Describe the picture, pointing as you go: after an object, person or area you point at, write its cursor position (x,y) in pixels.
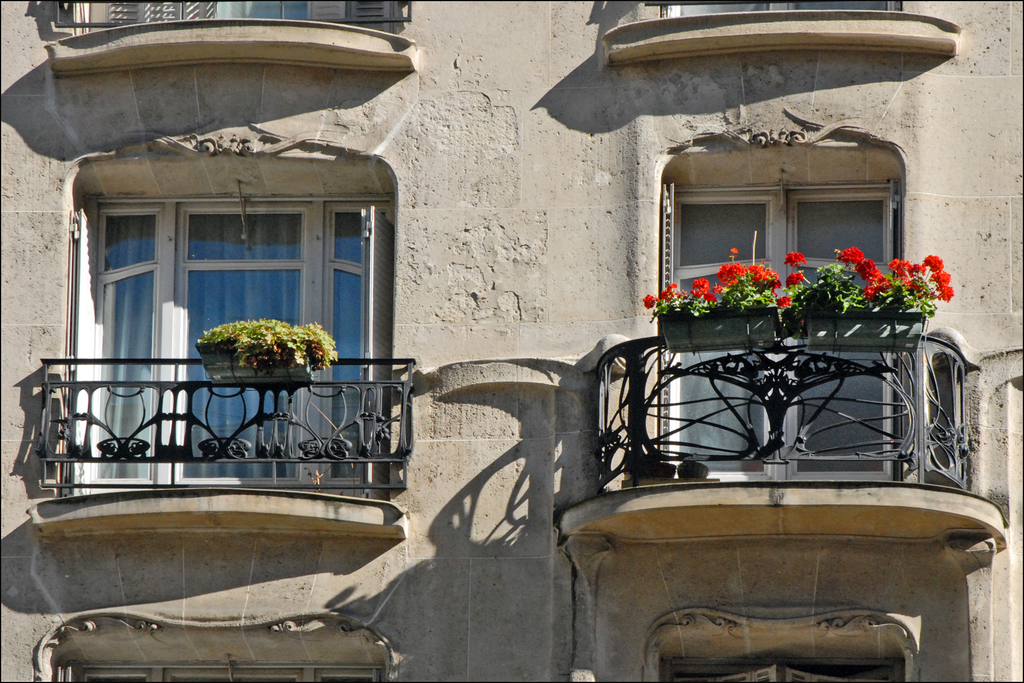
This looks like a building (481,192) with the windows (311,290). I can see the flower pots (740,336) with the plants (305,349). These are the flower (873,277), which are red in color. I think this is a balcony (802,352). These are the glass doors (306,311).
